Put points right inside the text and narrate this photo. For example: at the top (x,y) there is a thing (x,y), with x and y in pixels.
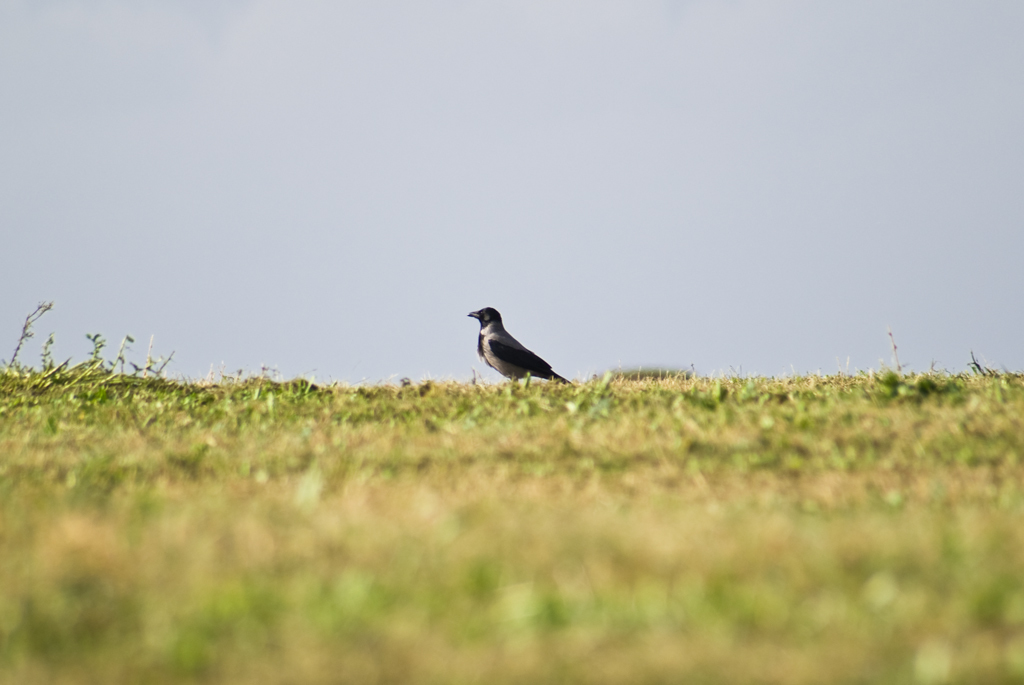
In this image we can see a bird (498,345). On the ground (393,473) there is grass (425,466). In the background (566,164) there is sky (477,178).
